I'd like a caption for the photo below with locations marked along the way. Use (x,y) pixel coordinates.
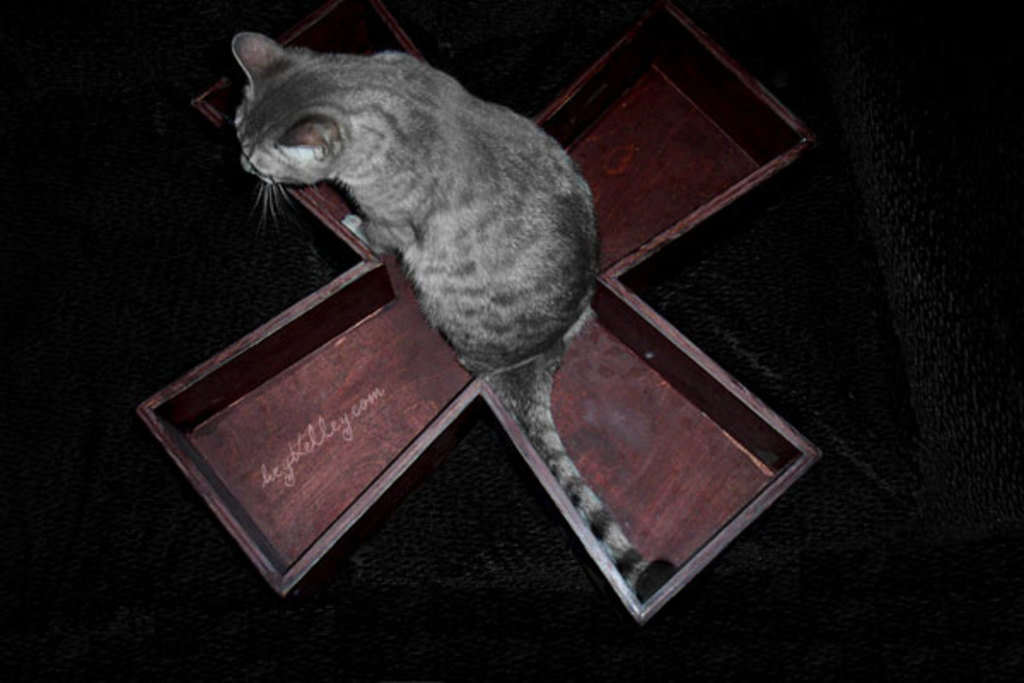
This image consists of a cat (351,172) in the middle (484,241). There is something under that cat (532,414).
